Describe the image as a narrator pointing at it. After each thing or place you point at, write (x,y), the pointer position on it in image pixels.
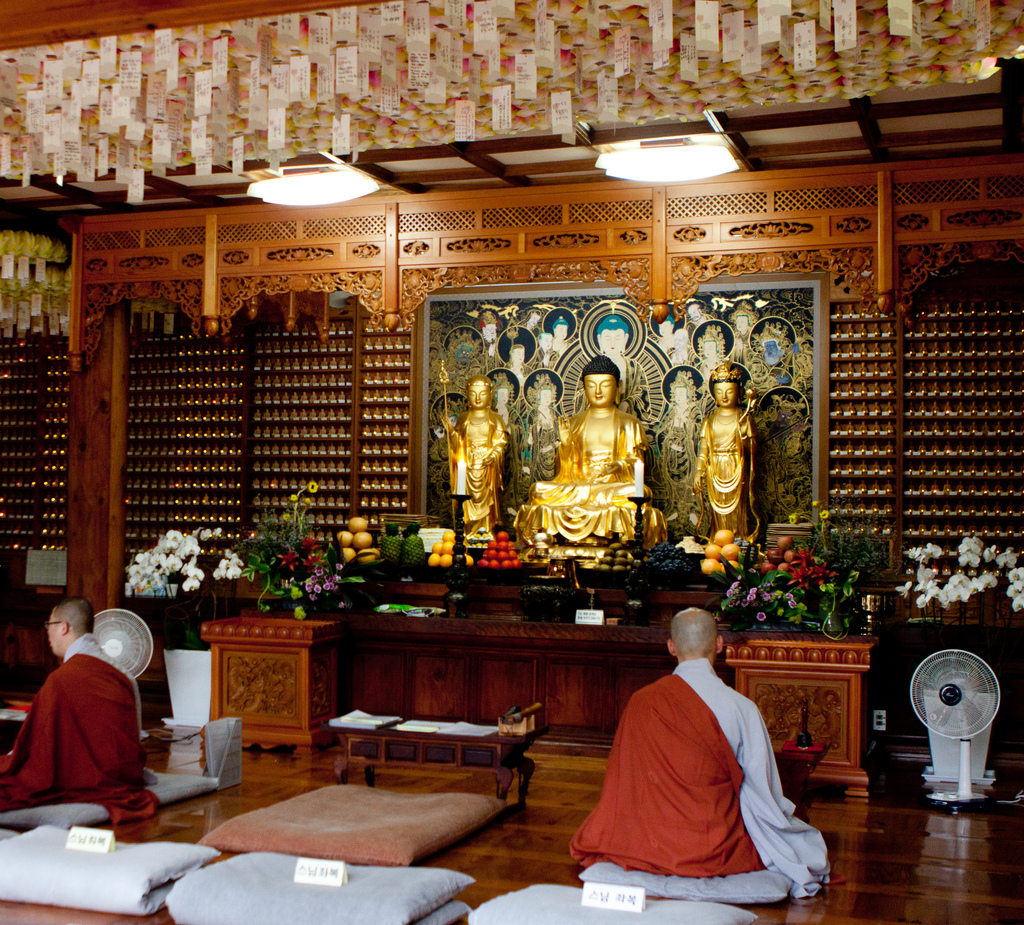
In this picture we can observe two persons (99,715) sitting on the mat (697,885). We can observe three statues (567,479). One of the statues (573,465) was Buddha (550,490). We can observe some flowers (357,571). There are two lights (322,182) fixed to the ceiling (369,167). In the background (250,428) there is a wooden wall (212,412).
